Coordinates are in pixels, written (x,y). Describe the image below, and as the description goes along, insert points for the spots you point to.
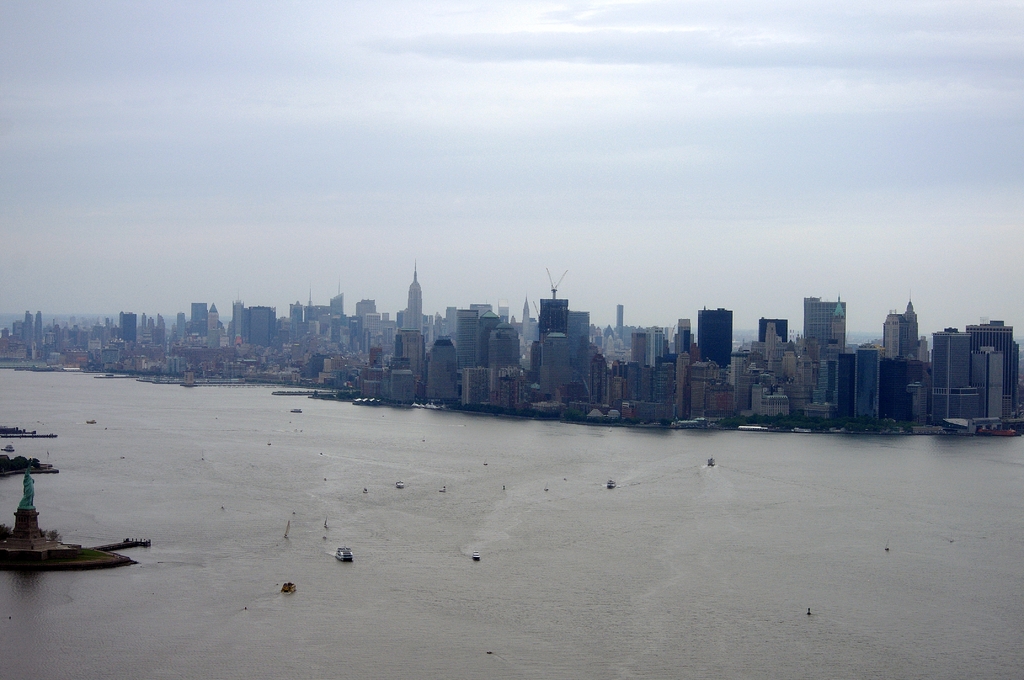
In the picture we can see water surface (678,598) with many boats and a statue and far away from it, we can see many buildings (55,355), tower buildings (9,356) with many floors (28,355) and behind it we can see the sky (727,176) with clouds (138,270).
